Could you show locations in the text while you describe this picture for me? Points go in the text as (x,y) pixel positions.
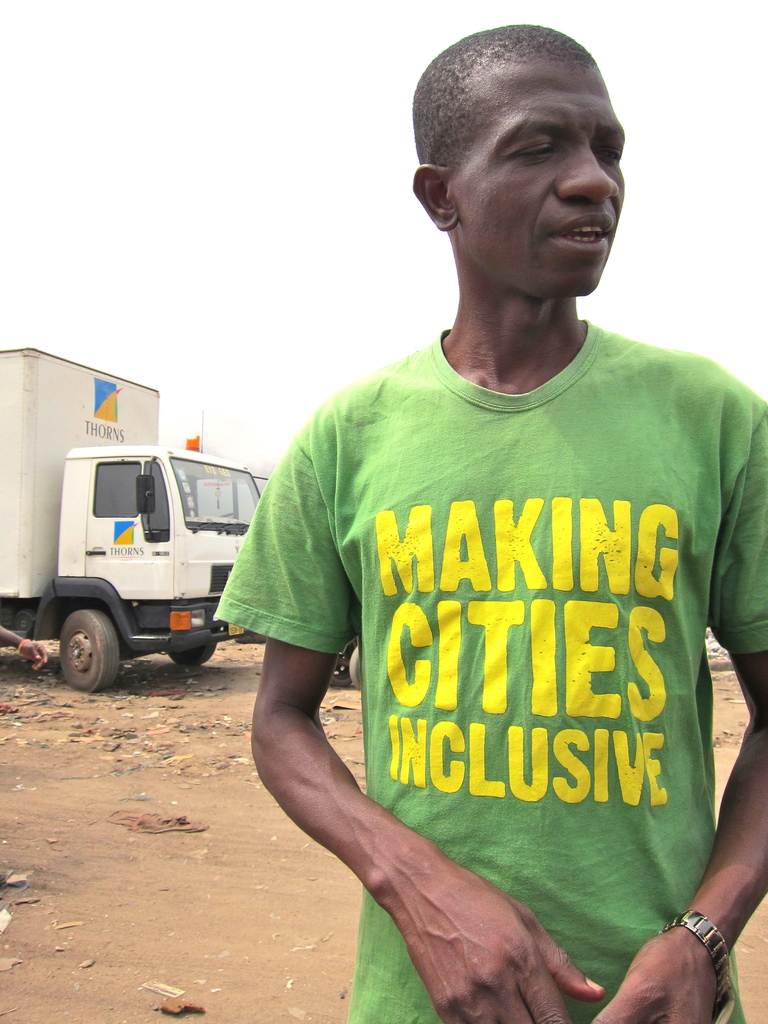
In this image we can see a person (354,383) standing and there are vehicles (33,627) on the ground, in the background (282,363) we can see the sky (290,368).
